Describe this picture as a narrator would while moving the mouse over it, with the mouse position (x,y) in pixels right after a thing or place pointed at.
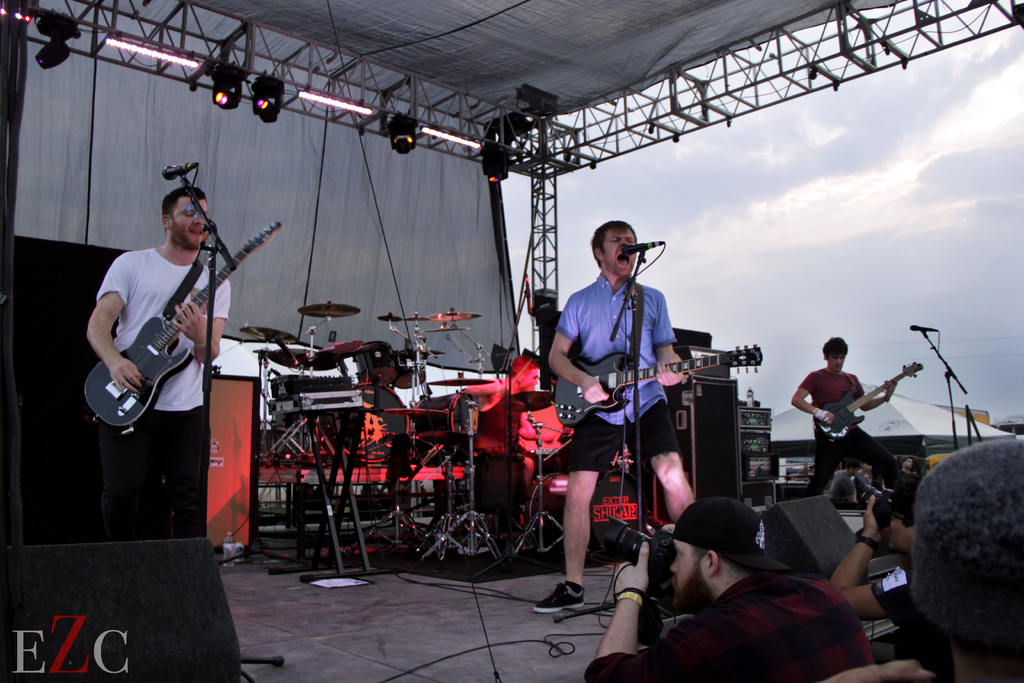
In this image there are three persons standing and playing guitar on the stage (594,596). At the right bottom side (782,677) there is a person (821,655) wearing red shirt (760,589) and black cap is taking picture with the help of camera (612,543). In the middle of the image (540,427) there is a musical instruments (501,491). Top there is lights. At the right side of the image (838,242) there is a sky (933,150) with few clouds (750,330).
